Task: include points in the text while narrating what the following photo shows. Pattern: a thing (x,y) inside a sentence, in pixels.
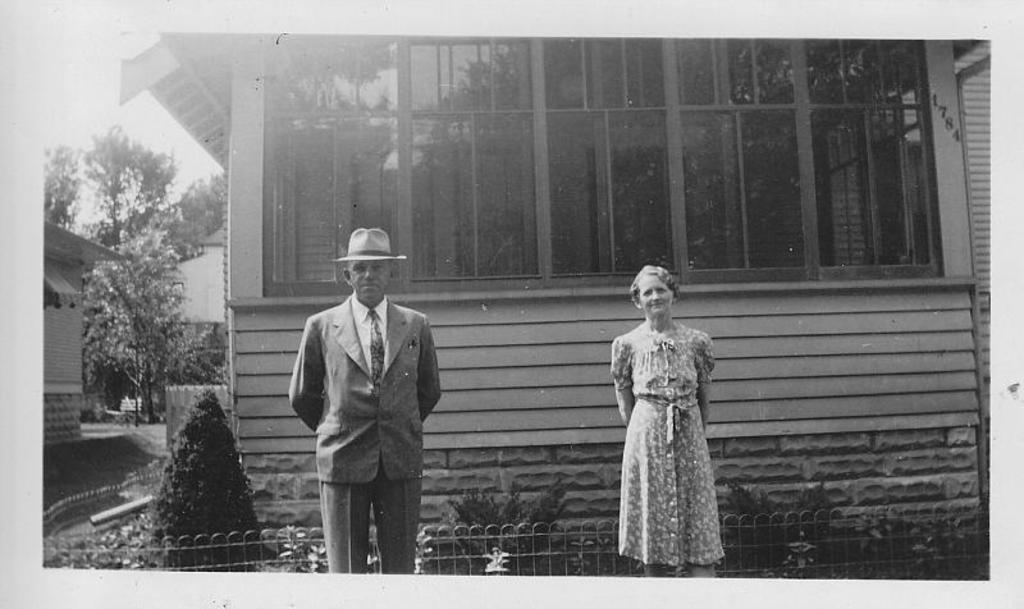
In this black and white image, we can persons (385,413) standing in front of house (520,153). There is a fencing (535,540) and some plants (232,497) at the bottom of the image (441,544). There are some trees (147,260) on the left side of the image (179,292).
